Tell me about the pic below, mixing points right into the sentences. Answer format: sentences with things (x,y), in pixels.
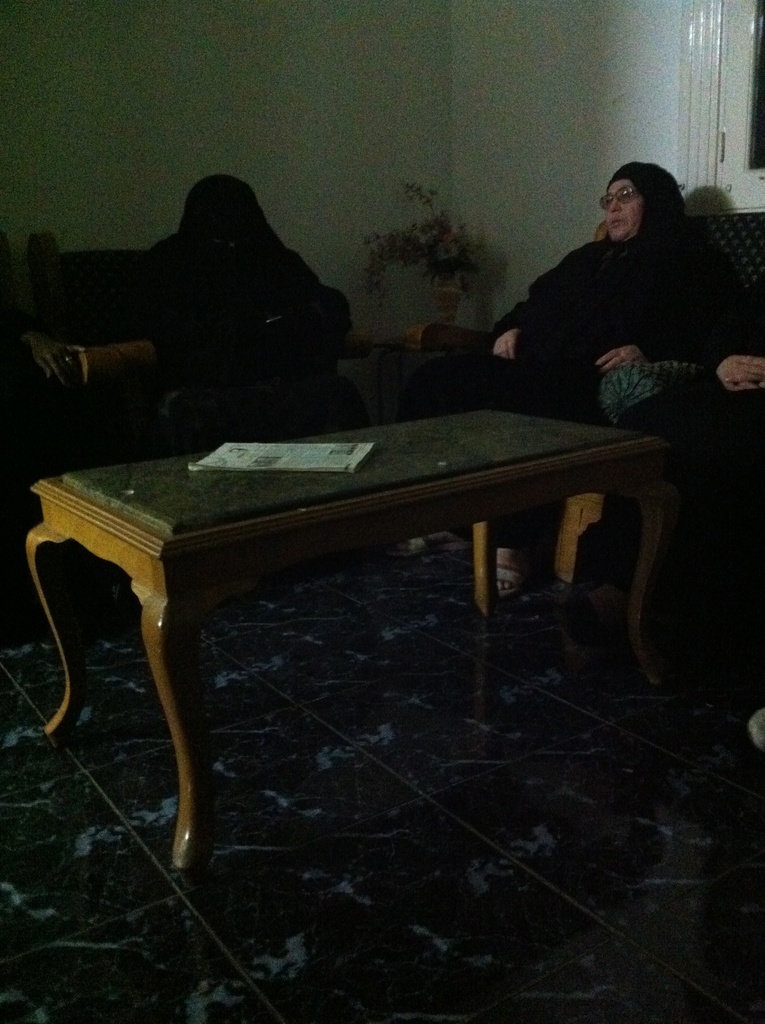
There is a woman (322,392) sitting in sofa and a table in front of her with a paper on it.
